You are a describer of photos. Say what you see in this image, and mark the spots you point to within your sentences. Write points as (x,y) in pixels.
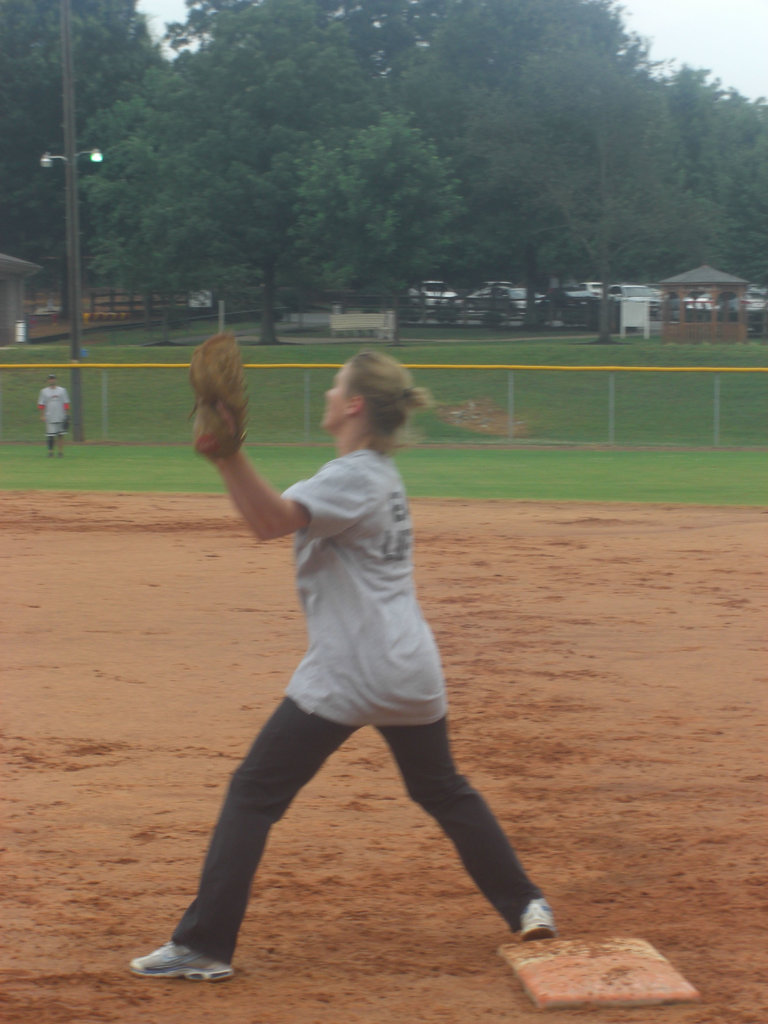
In this image I can see two persons (311,623) are standing among them this woman (304,588) is wearing a t-shirt (329,630), a pant (243,814) and shoes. In the background (322,193) I can see trees (436,223), fence (547,409), pole light (76,190) and other objects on the ground (653,355). I can also see the sky (702,60).
